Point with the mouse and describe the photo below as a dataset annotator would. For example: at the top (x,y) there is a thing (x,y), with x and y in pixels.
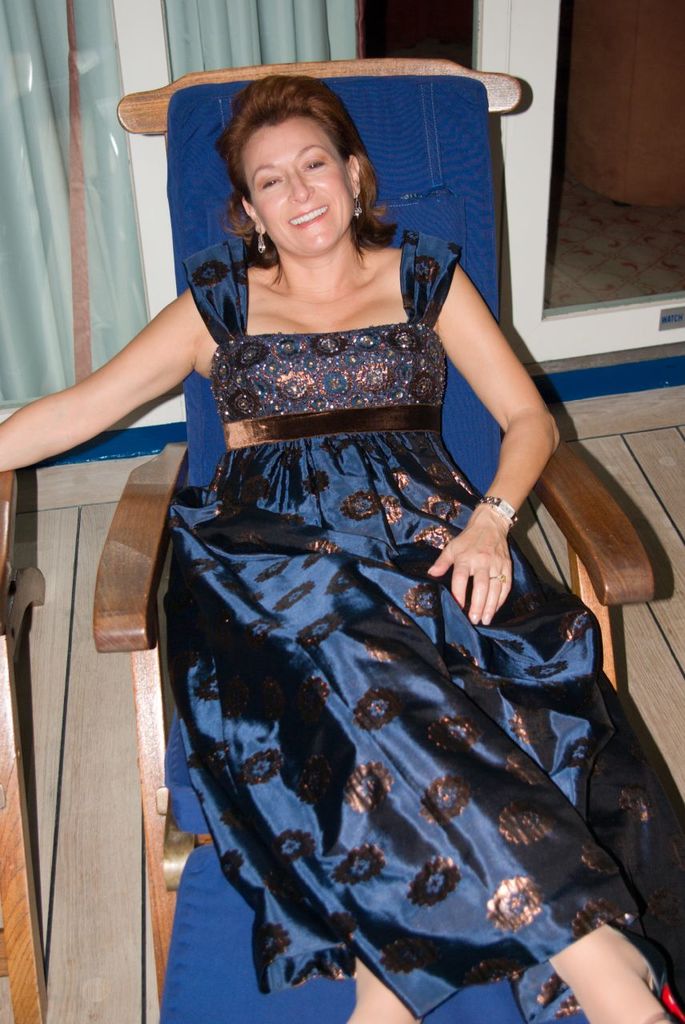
In this image we can see this woman (282,177) wearing blue dress (409,725) is sitting on the chair (185,959) and smiling which is placed on the wooden floor (629,493). In the background (119,20), we can see curtains (7,177) and glass doors (633,153).
